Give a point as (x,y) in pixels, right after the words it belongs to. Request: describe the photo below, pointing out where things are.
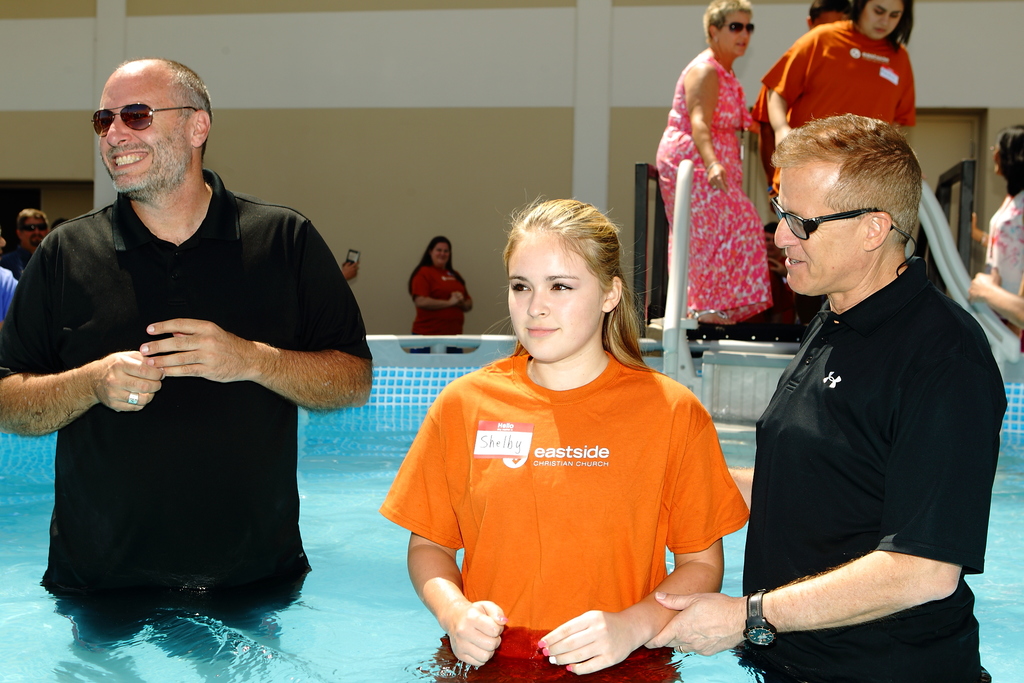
In the foreground of the image (359,366) there are people (165,584) standing in swimming pool (57,657). In the background of the image (810,45) there are people (746,192). There is a building (526,128). There are pillars (601,203). At the bottom of the image (279,653) there is water (236,638).
